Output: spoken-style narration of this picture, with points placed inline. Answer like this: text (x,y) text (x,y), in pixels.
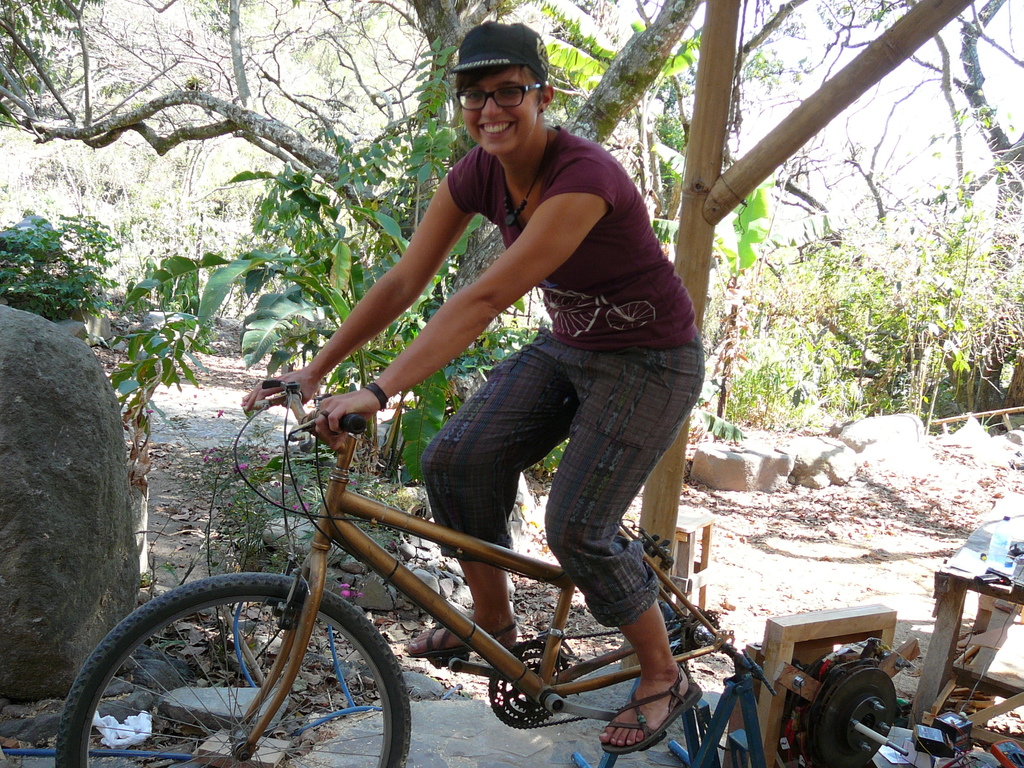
In this image we can see a woman (472,110) sitting on the bicycle (648,545), machines (856,711) on the floor (825,546), rocks (82,457), stones (125,490), shredded leaves (835,521), trees (375,212) and sky (937,52).
